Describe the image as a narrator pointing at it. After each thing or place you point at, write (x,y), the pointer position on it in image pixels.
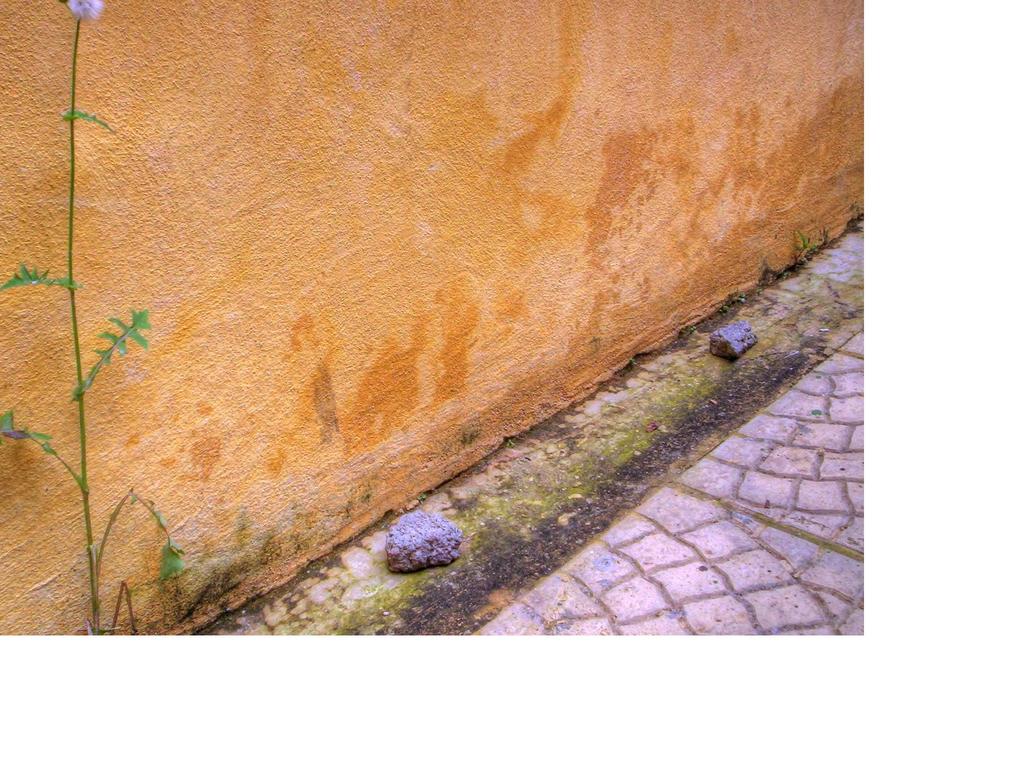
In this I can see on the left side (124,345) there is a plant (123,327). In the middle (408,283) it is the wall (408,160), at the bottom (395,567) there are stones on the floor (577,476).
